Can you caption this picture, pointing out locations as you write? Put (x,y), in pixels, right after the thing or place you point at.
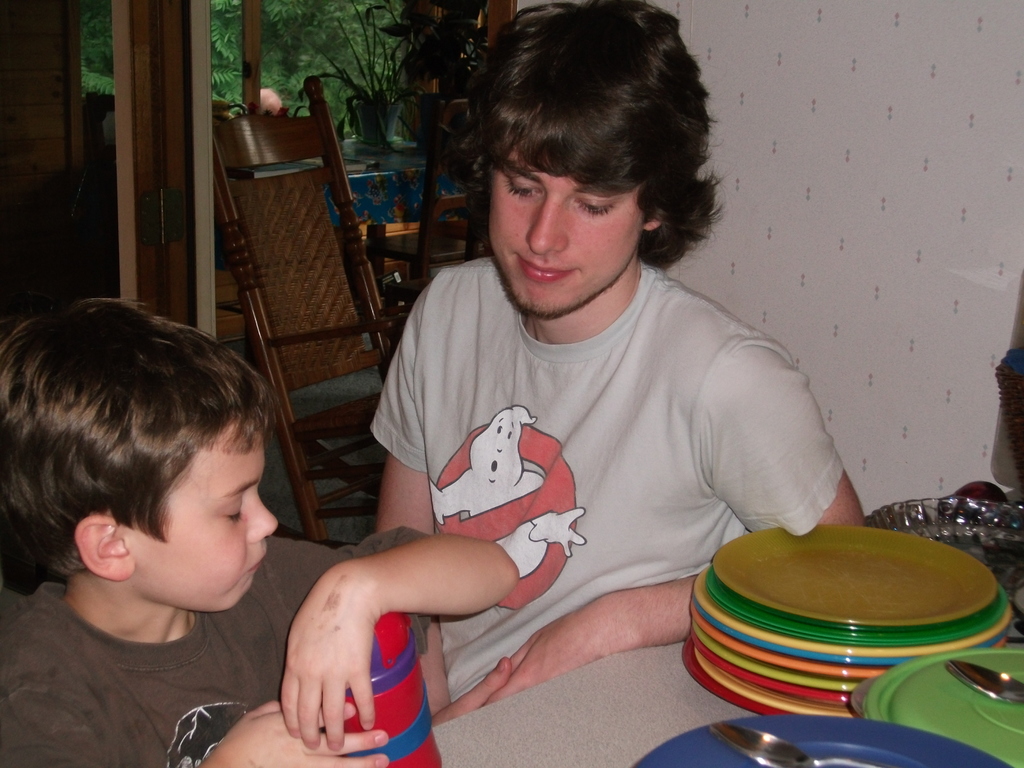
At the bottom (895,681) on the right side (910,648) we can see plates (945,599), spoons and an object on the table (700,704) and there is a boy (270,554) and man (542,373) at the table (673,664). In the background (366,434) we can see chairs (296,219), house plant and an object (230,107) on the table (385,153), door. Through the glass (285,22) we can see trees (277,9).
